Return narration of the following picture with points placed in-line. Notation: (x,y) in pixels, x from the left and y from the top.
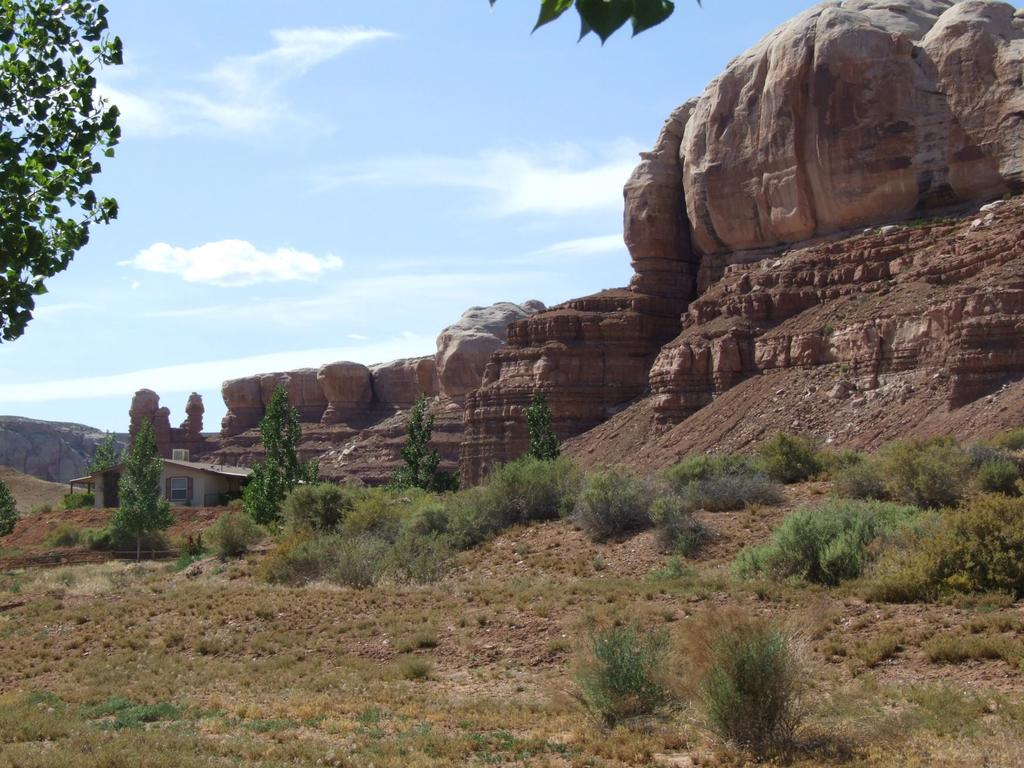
In the image we can see some trees (29,247) and plants (1014,755) and hills (332,415) and house (172,462). Behind the hill (801,52) there are some clouds (184,108) and sky (53,323).
